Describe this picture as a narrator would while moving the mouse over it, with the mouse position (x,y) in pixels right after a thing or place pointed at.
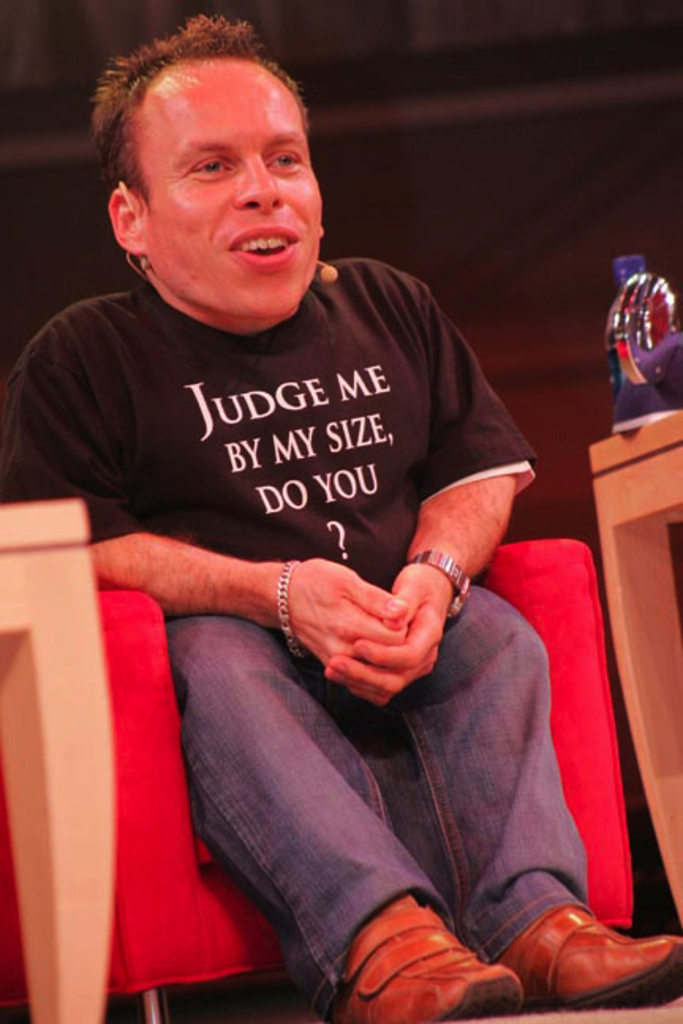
In this image there is a man (350,339) sitting in a sofa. He is wearing black t-shirt (427,337) and blue jeans (395,833). Beside him there is a table (614,496), on which a water bottle (628,322) is kept. And he is wearing brown shoes (517,982).
